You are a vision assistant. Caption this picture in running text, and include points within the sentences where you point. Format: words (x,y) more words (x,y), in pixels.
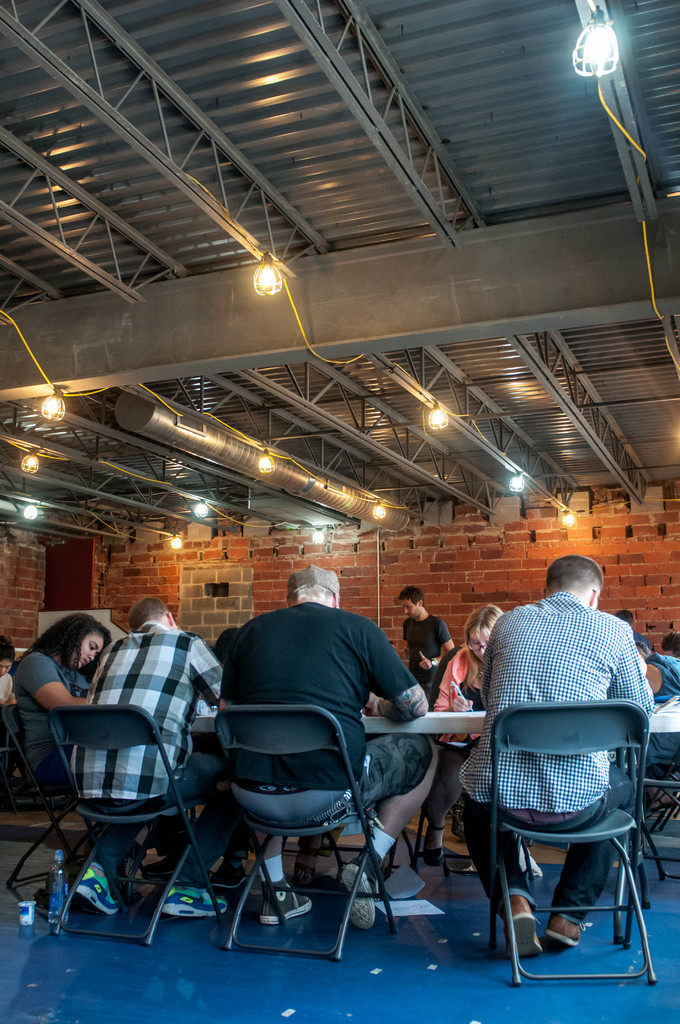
In the picture there are few people (229,652) sitting around a table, behind them there is a brick wall (481,548), to the roof (319,232) of there is an iron railing (294,220) to that there are some lights (260,461) held.
